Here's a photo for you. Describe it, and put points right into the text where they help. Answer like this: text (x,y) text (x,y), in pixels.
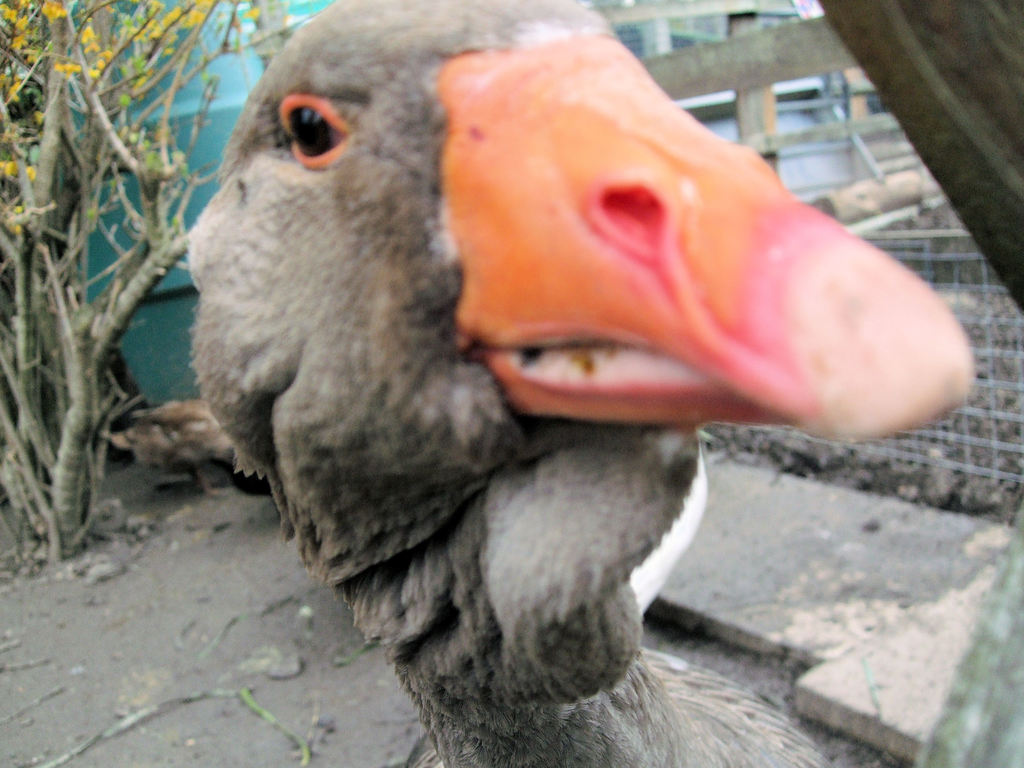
In this image, we can see a bird (875,327) and the ground (839,609). We can see some trees (189,13) and some objects (196,191).
